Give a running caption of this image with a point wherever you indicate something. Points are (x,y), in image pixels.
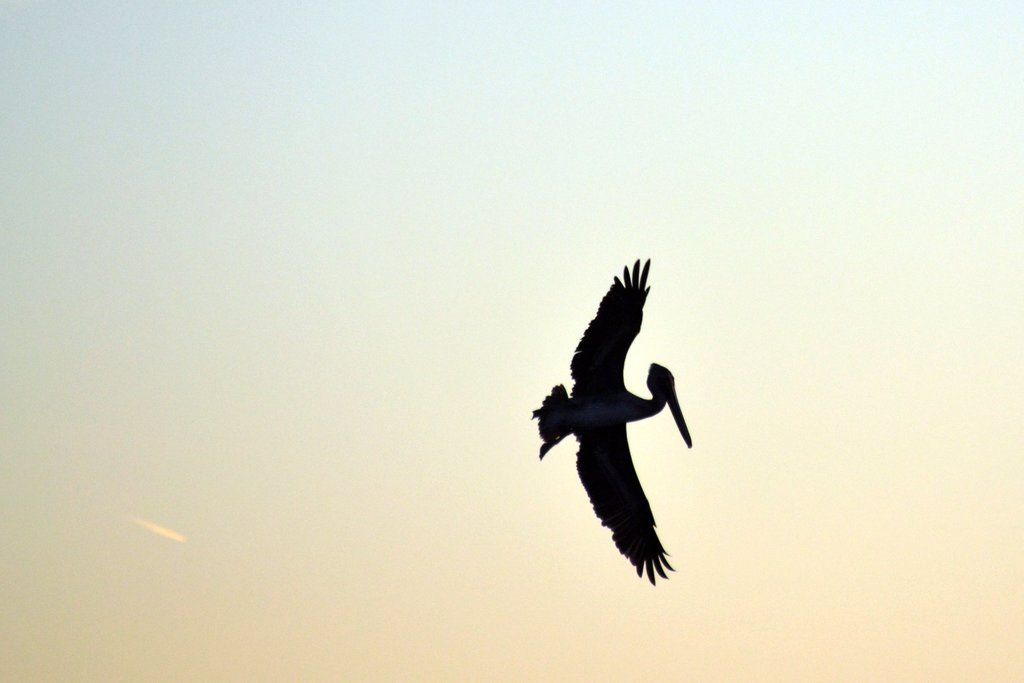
In this picture I can see a bird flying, and in the background (577,254) there is the sky (697,323).
